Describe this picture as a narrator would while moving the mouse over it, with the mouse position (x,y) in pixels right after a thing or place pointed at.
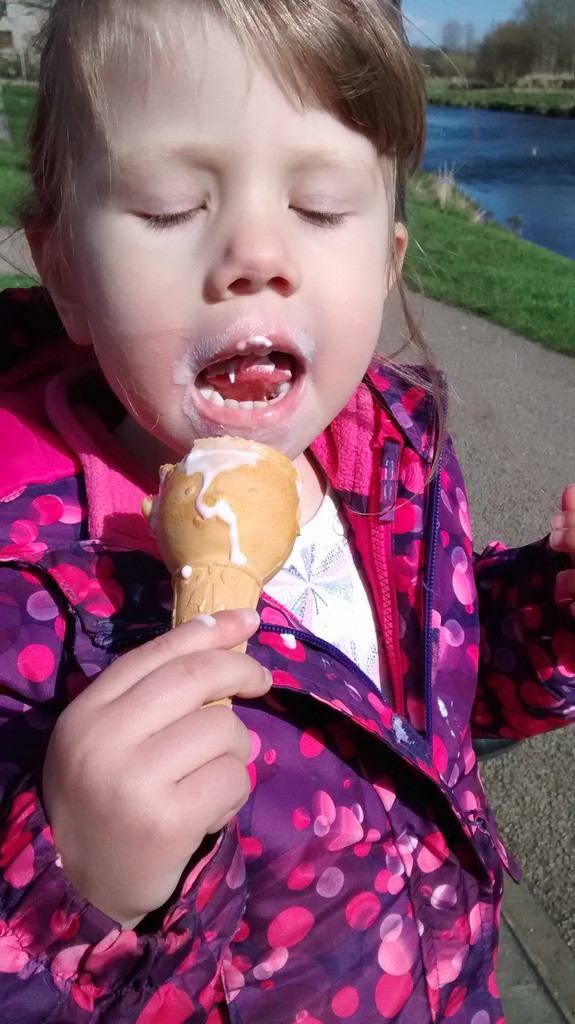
In this picture we can see a girl (331,730) who is eating an ice cream (254,570). This is the road (511,438). There is grass (518,246) and this is water (526,135). Even we can see the sky (435,24) here.
